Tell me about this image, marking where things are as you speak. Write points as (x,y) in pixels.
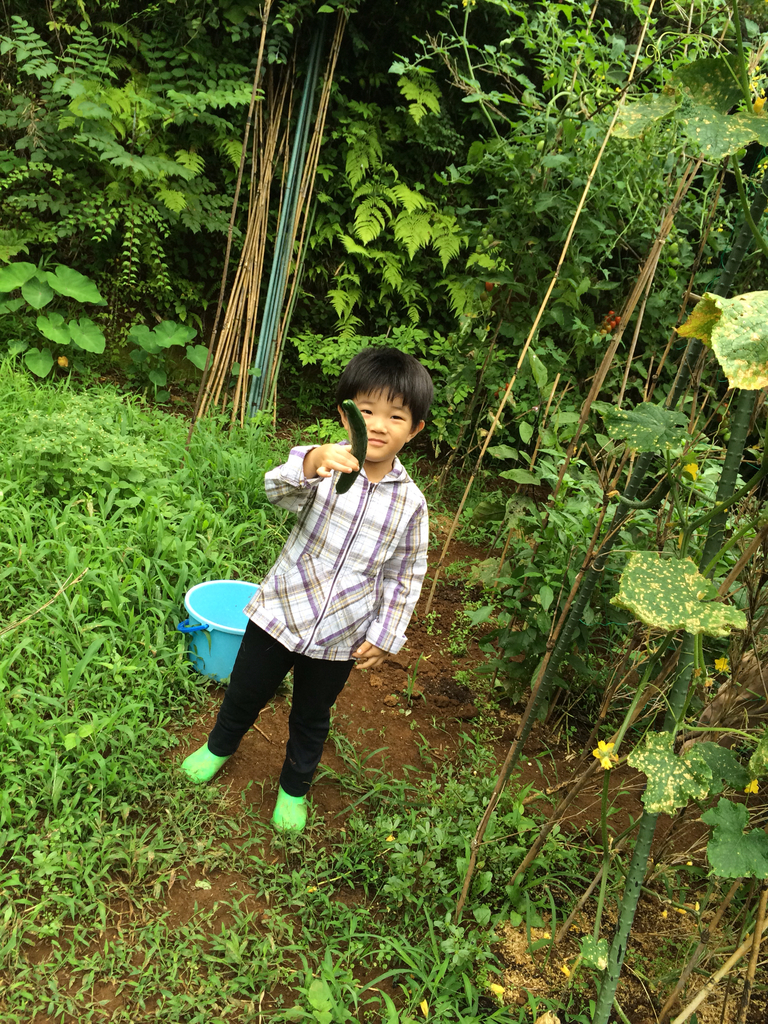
There is a boy (325,576) holding a cucumber (353,447). On the ground (194,570) there are plants (96,565) and a blue color bucket (217,614). In the background (409,114) there are trees (418,13) and some plants (583,237).
